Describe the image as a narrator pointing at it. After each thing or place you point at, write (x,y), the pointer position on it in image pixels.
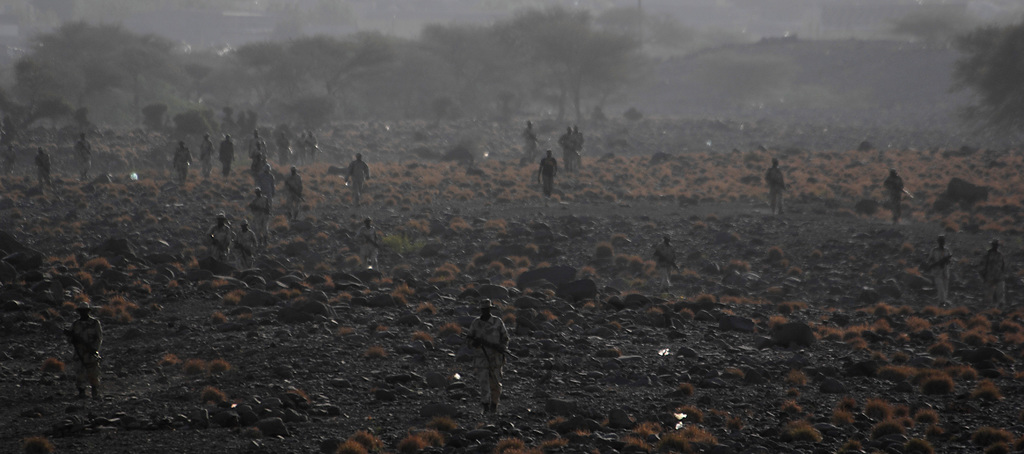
In this picture we can see a group of people (319,145), stones (362,328) and plants (834,183) on the ground (605,188). In the background (583,93) we can see trees (519,86) and the sky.
